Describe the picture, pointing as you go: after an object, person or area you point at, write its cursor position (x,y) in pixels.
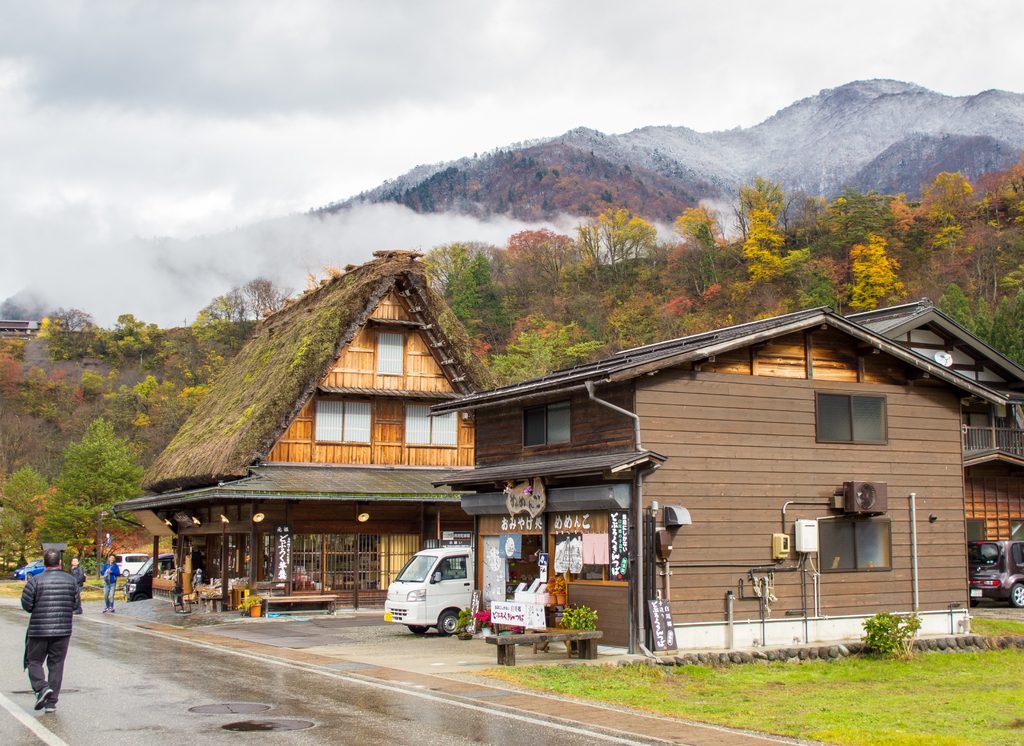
This image consists of houses (815,465). At the bottom (308,712), there is a road (292,693). And we can see few persons (39,580) in this image. In the middle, there is a vehicle (434,560). In the background (67,265), we can see mountains (839,149) along with fog (284,281) and plants (730,286). At the top (315,81), there are clouds (595,35) in the sky (598,49). On the right (848,672), there is green grass (794,687) on the ground (760,681).
